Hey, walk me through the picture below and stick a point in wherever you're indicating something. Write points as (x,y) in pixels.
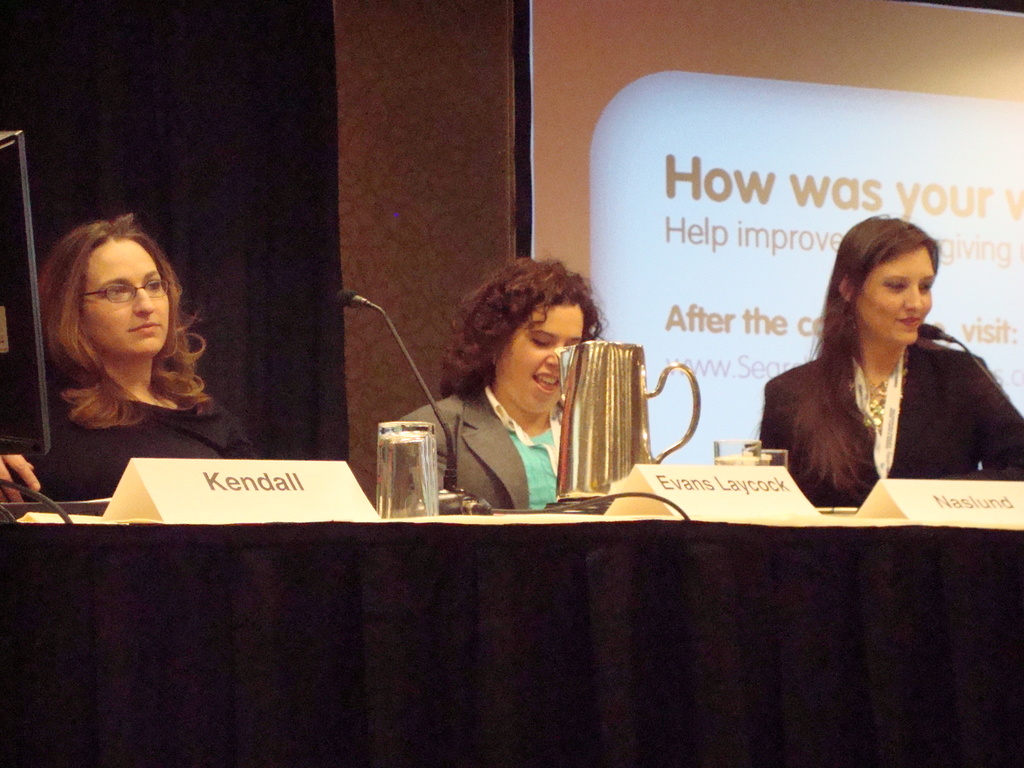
In the picture I can see three women (166,361). I can see a woman (951,476) on the right side (971,410) is speaking on a microphone (943,342) and there is a smile on her face (910,265). I can see the table (596,552) which is covered with white cloth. I can see the name plate boards (333,507), microphones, a stainless steel water jar (581,400) and a glass (428,445) are kept on the table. I can see the black color curtain cloth (545,700) at the bottom of the picture (473,689). I can see the screen (827,46) on the top right side (789,60). It is looking like a computer (38,307) on the left side (4,392).
